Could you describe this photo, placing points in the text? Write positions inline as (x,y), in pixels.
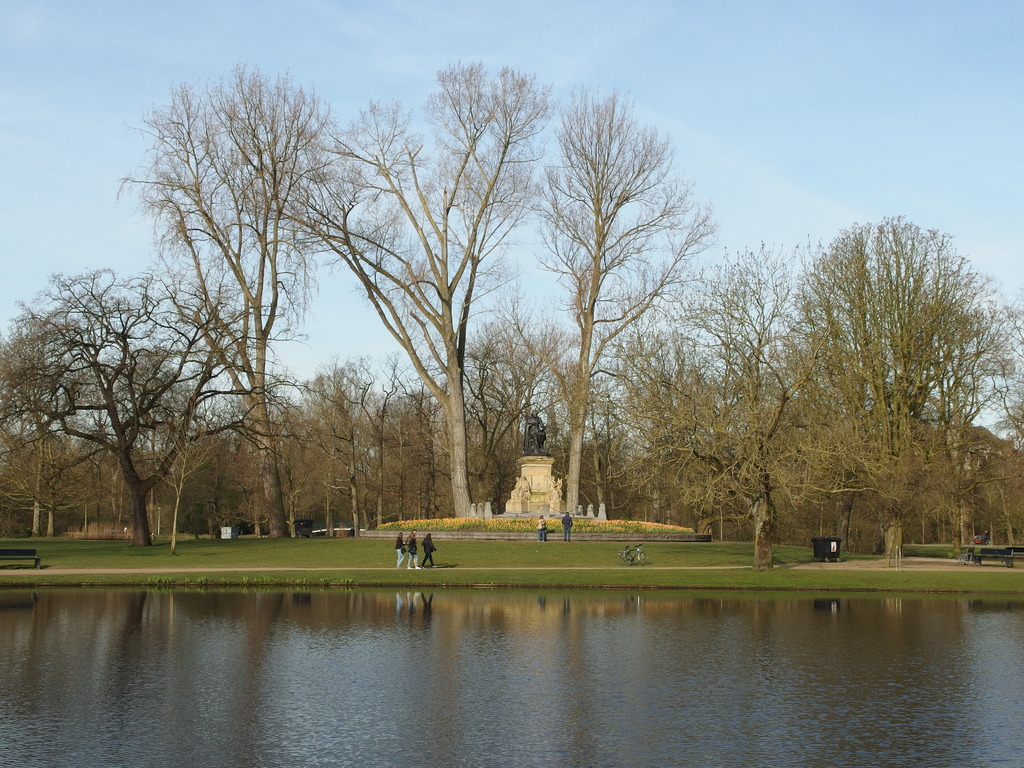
In the picture i can see water (333,652), in the background of the picture (555,534) there are some persons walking through the garden (513,524), there is sculpture (556,490) and there are some trees (547,374), top of the picture (734,132) there is clear sky (830,172).
